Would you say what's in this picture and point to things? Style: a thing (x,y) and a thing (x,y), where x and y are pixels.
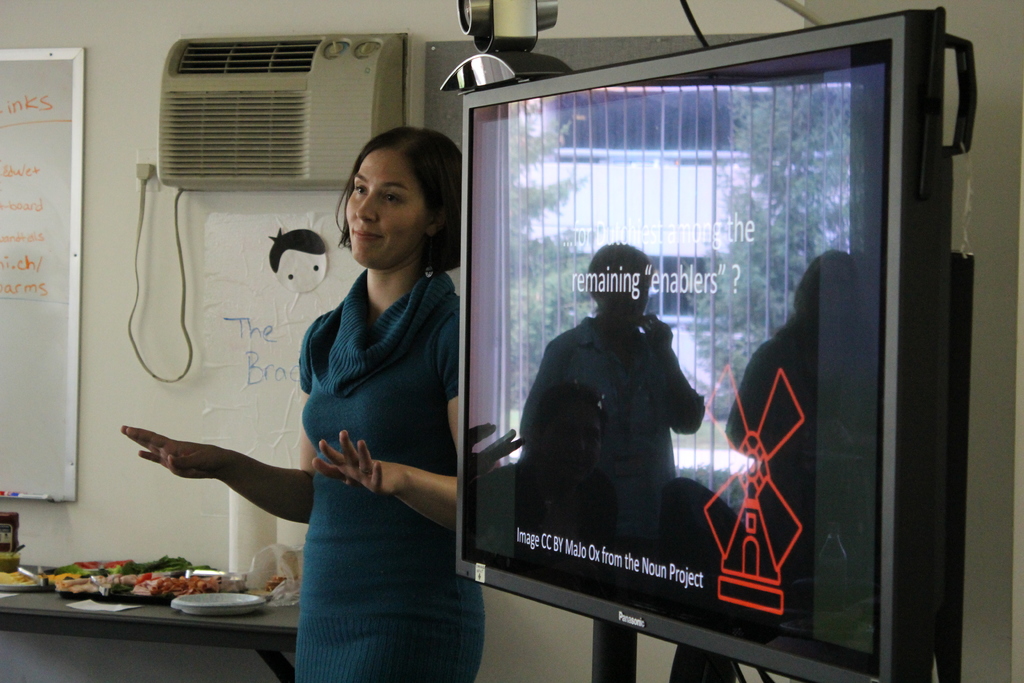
In this image we can see a monitor (643,86) to the stand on which something is displayed. Here we can see a woman (343,349) wearing blue dress (312,622) is standing, a table (274,611) on which we can see plates (249,597) with food item (173,582) and a few more things (238,572) kept. In the background (4,447), we can see white board (16,452) on which some text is written and a poster (256,223) on the wall (143,125).
